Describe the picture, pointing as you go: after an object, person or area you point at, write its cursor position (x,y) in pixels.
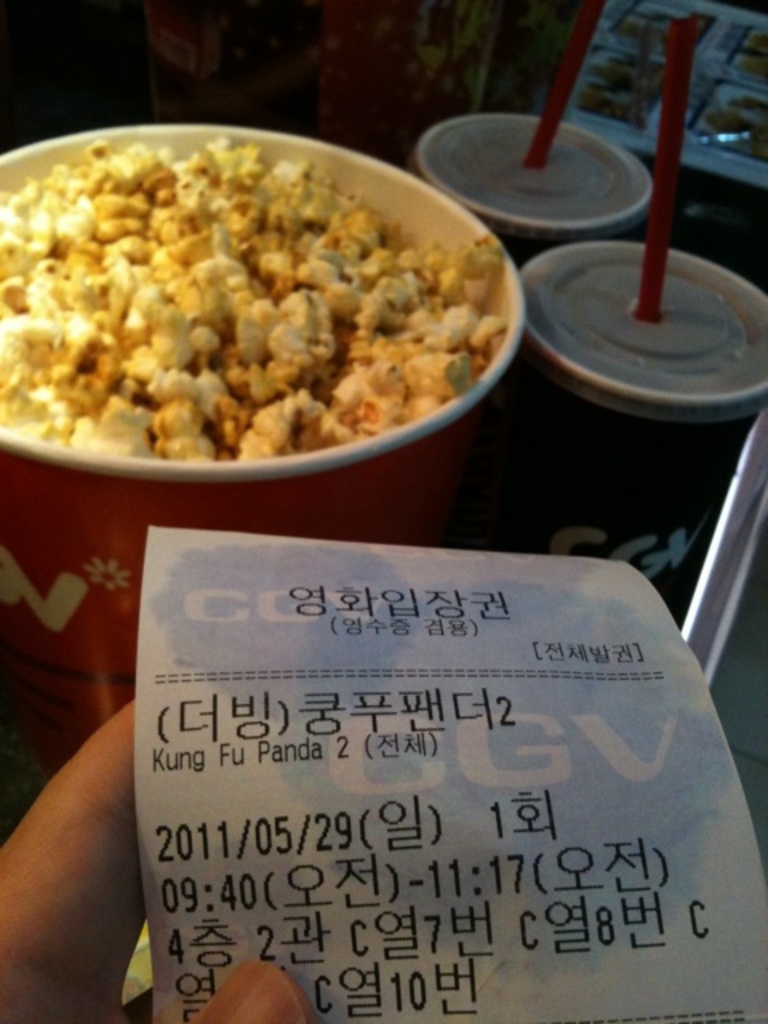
In this picture we can see a person (45,968) is holding a paper (411,840) and behind the person (55,854) there are paper cups (620,492) with straws (561,110) and lids (579,301) and the popcorn (189,350) in the paper bowl (89,596).
